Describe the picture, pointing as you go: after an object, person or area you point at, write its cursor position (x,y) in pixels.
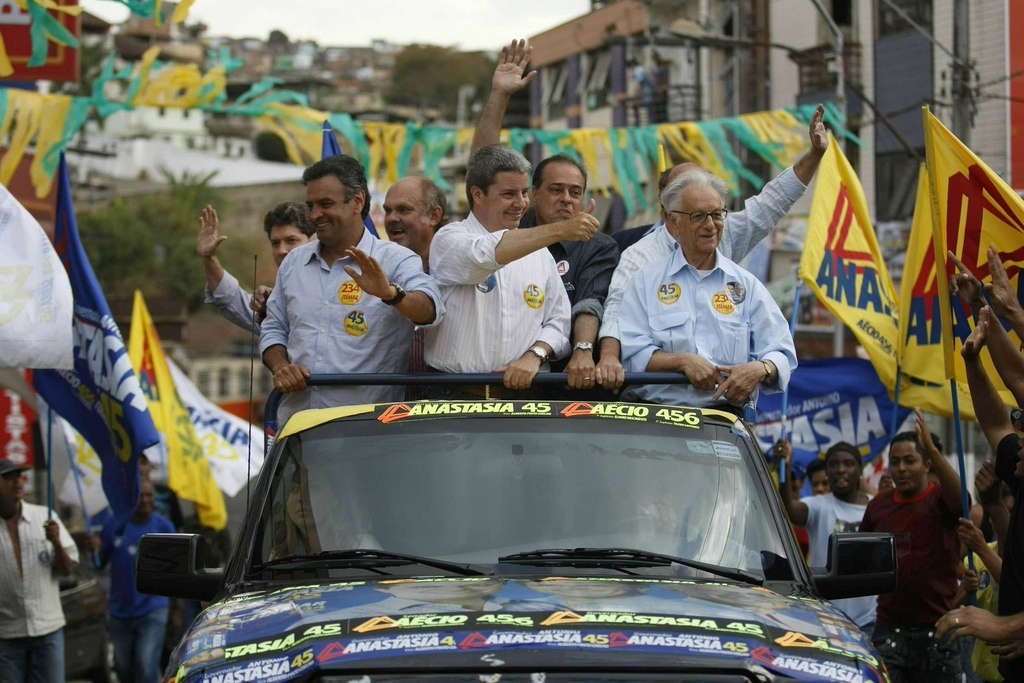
The photo is taken outside a road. On a van (435,543) people (391,273) are standing they are waving their hands (392,288), they are smiling. Around the van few people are walking they are holding flags (920,220). In the background (873,193) there are buildings (599,56) and trees (276,153).
